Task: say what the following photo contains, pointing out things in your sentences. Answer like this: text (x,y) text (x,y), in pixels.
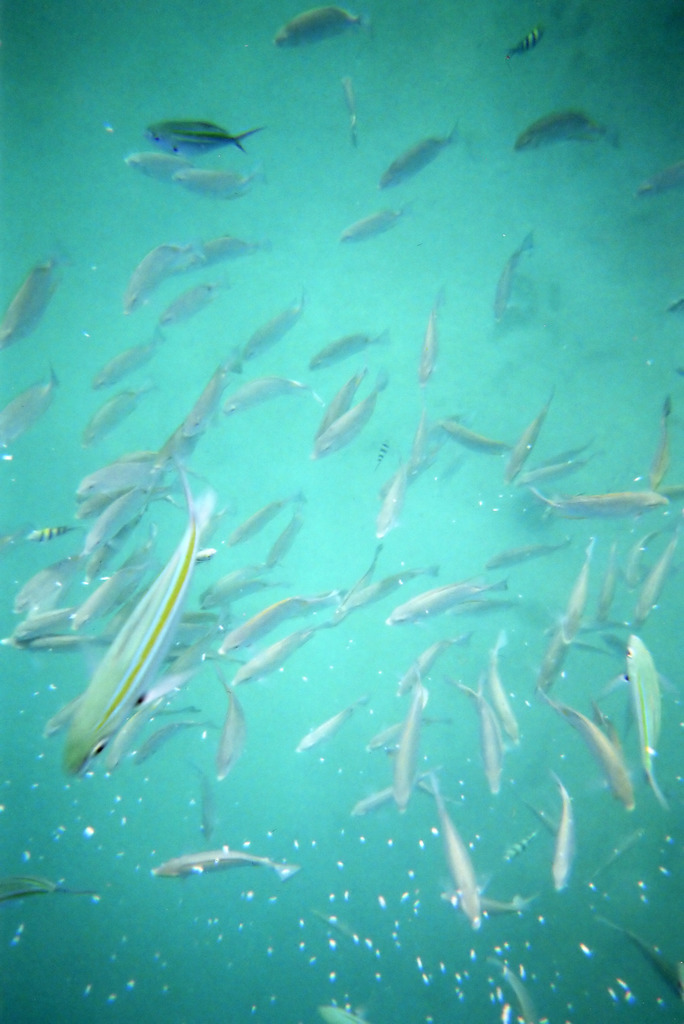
In this image, we can see fishes (557,503) in the water (214,229) all over the image.
